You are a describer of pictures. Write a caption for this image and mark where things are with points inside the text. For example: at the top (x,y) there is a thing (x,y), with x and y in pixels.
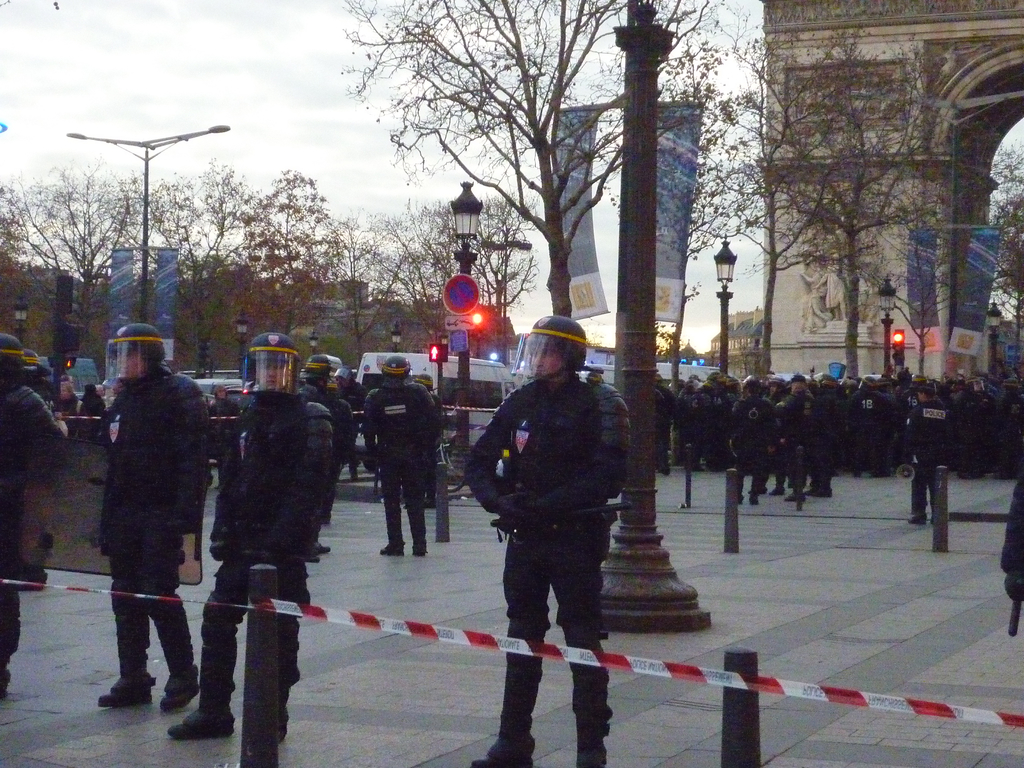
Here we can see group of people (776,487), poles (718,294), boards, traffic signals (482,333), banners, vehicles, trees (2,254), and buildings (791,307). In the background (685,73) there is sky (689,317).
